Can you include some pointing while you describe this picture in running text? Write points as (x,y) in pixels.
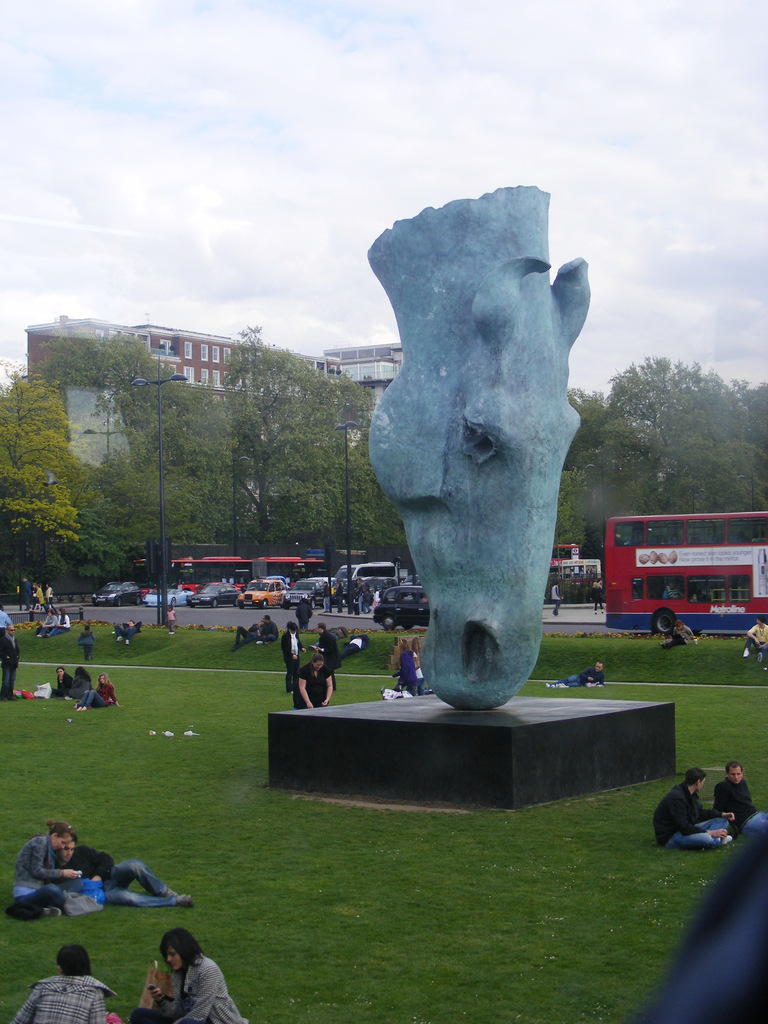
In this image we can see a group of people (752,805), some persons (694,841) are sitting on the grass field (540,877). In the center of the image (510,538) we can see a statue (509,417). In the background (707,608), we can see group of vehicles (662,584) parked on the road (142,607), a group of light poles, trees (266,450), buildings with windows (187,353) and the sky (399,94).
